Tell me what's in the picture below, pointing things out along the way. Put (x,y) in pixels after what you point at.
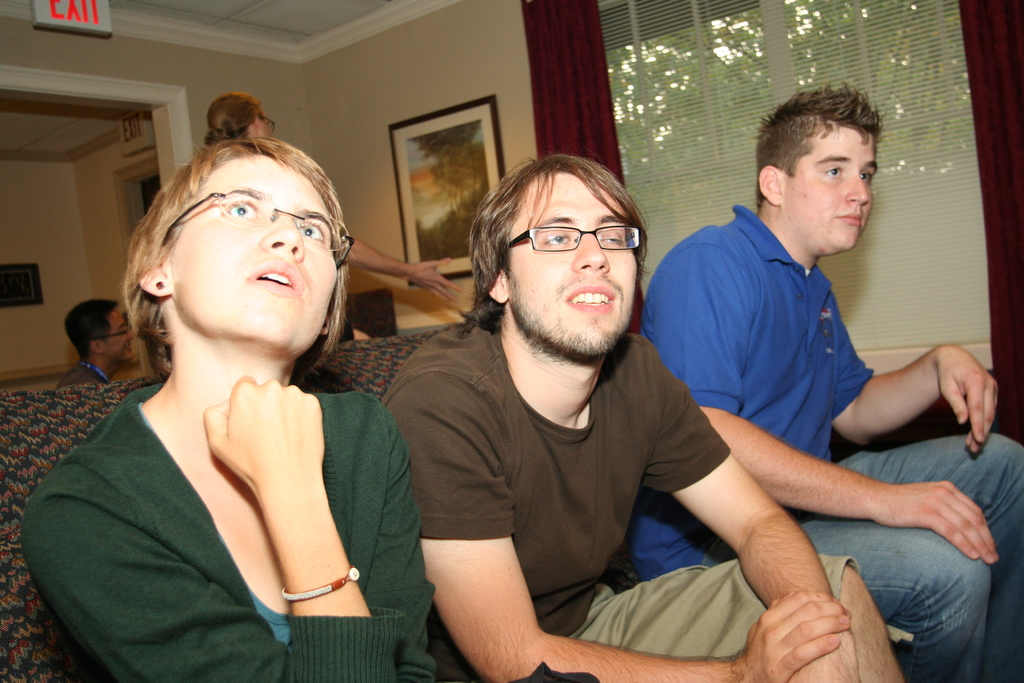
In the picture we can see three people (648,304) sitting on a sofa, and they are wearing T-shirts (724,309) which are green, brown and blue in color and behind them, we can see a woman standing and a man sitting and smiling and behind them, we can see a wall (368,53) with a photo frame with some painting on it and beside the people (832,160) we can see a window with a curtain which is red in color and to the ceiling (331,16) we can see an exit board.
